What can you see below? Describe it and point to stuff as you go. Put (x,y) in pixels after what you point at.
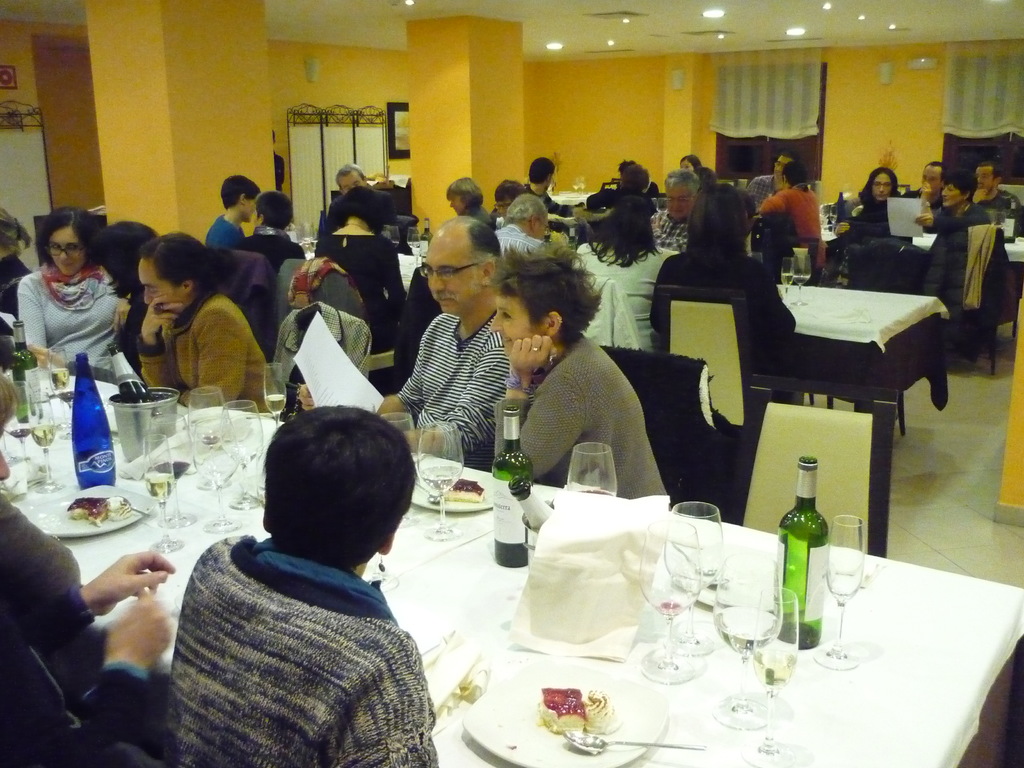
This is a picture clicked inside the room (635,15). everyone are sitting on the chairs (701,491) around the tables (682,706). On the tables (654,623) we can see bottles (512,501), glasses (167,475), plates (118,527) and food items (596,712). In the background (143,178) there are two pillars (436,136). On the top of the image (710,14) we can see lights (796,36).
